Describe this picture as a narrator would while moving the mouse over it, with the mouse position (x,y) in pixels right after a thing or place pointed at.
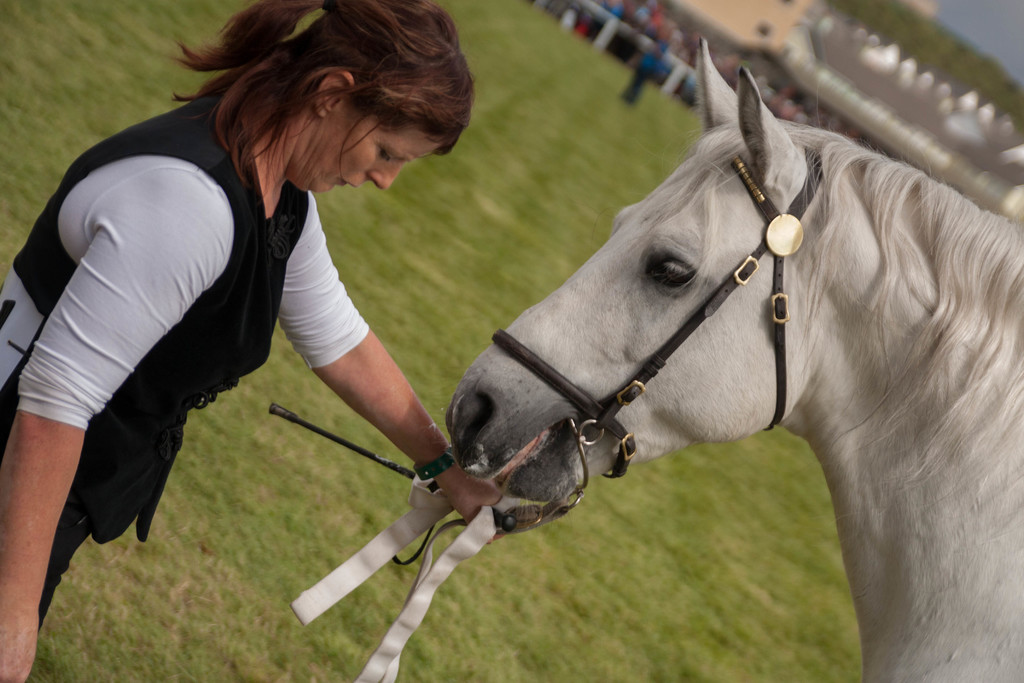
This is the picture of a place where we have a lady (35,512) who is holding the horse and behind there are some trees (1011,95), people (644,23) and fencing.
